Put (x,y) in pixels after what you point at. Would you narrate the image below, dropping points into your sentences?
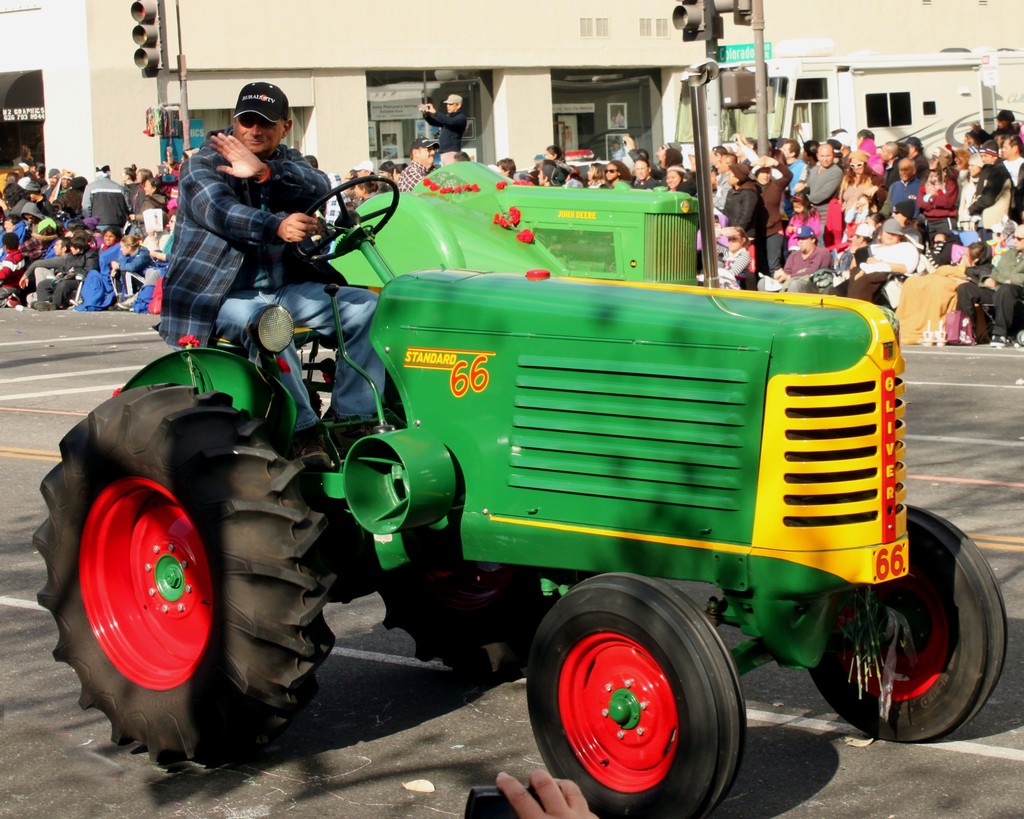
On the left side of the image (39,271) we can see the crowd (22,275) and a traffic signal (140,47). In the middle of the image (393,467) we can see a vehicle (452,513) on which a person (215,220) is sitting. On the right side of the image (855,254) we can see the crowd (909,288).
